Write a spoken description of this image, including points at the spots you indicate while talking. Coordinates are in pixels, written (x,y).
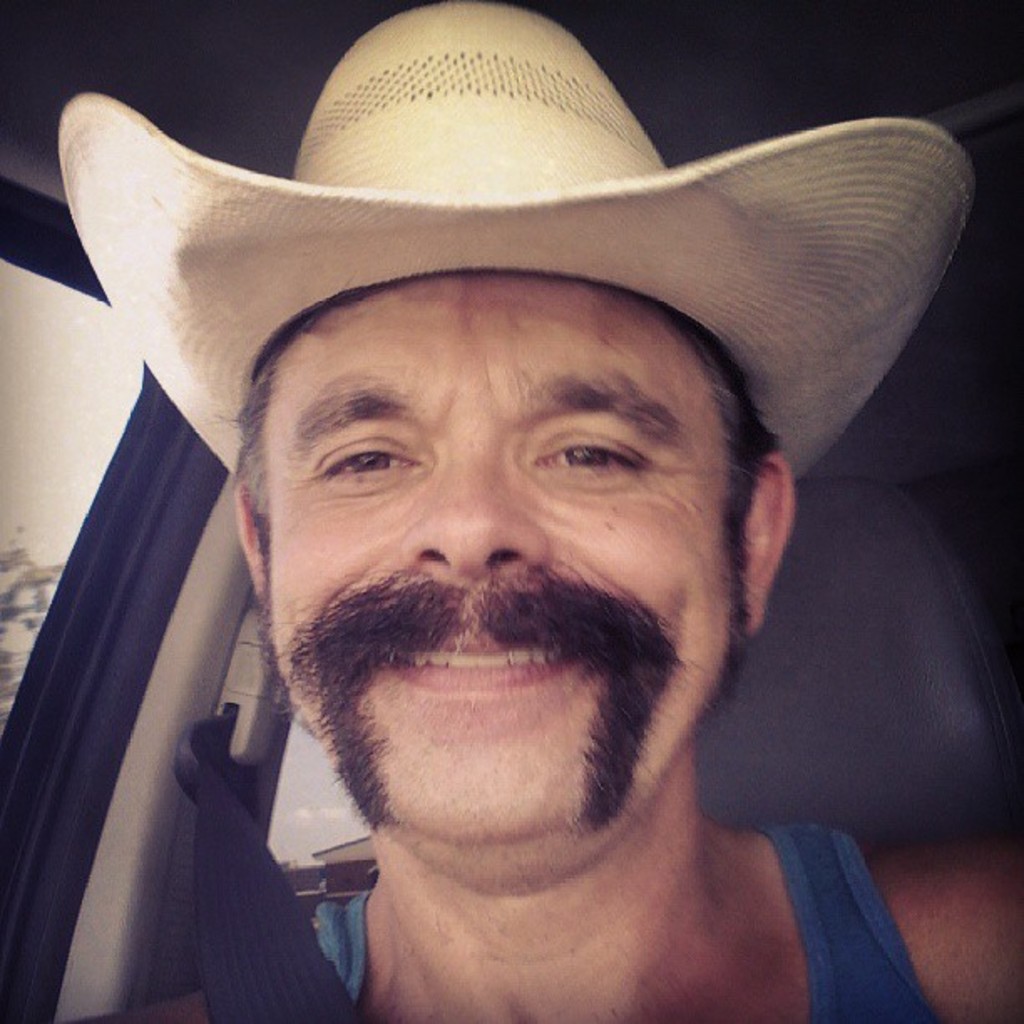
In this image we can see a person (456,402) wearing white color hat (463,232), blue color vest (804,933) sitting in a car (203,611) and in the background of the image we can see car seat (866,584).
